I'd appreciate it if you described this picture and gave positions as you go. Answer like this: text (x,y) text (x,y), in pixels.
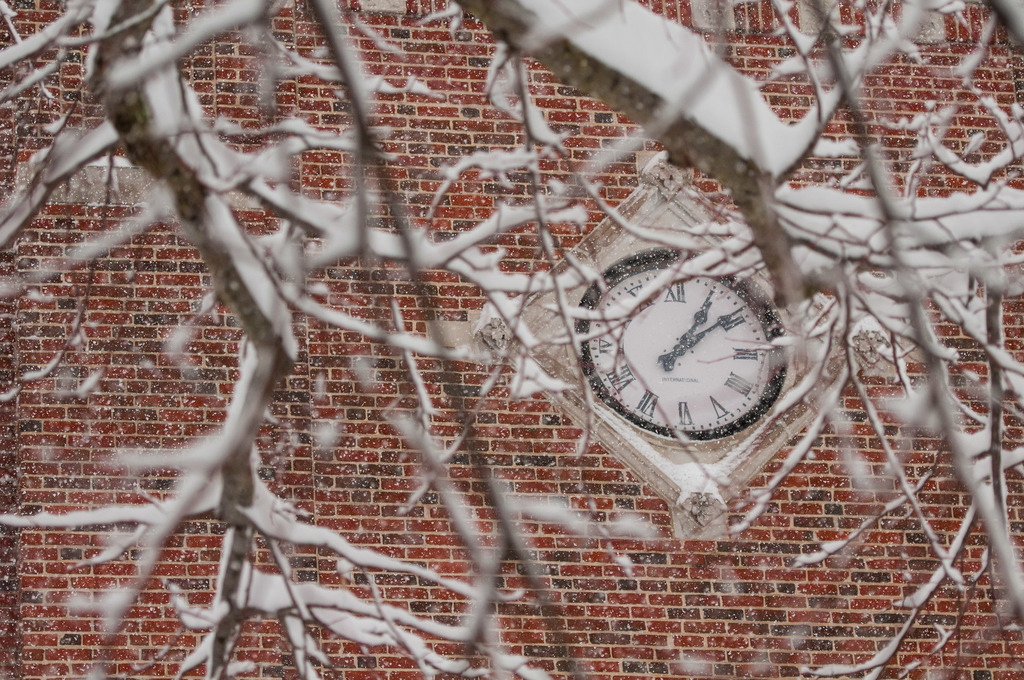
In the image there are empty branches (159,164) and there is a wall (182,443) behind those branches (625,149) and in between the wall (36,602) there is a clock (660,352).
